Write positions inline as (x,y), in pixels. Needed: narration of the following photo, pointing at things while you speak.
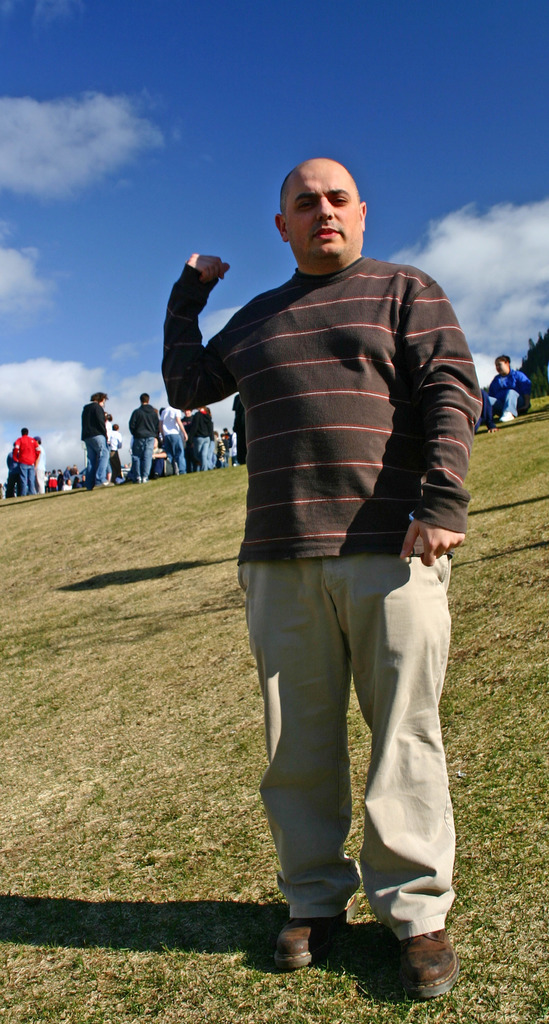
In this image I can see a person (355,487) wearing brown and white colored dress (336,450) is standing on the ground (238,936). In the background (31,426) I can see few other persons (179,435) standing, few persons (486,393) sitting, few trees (541,382) and the sky (518,194).
